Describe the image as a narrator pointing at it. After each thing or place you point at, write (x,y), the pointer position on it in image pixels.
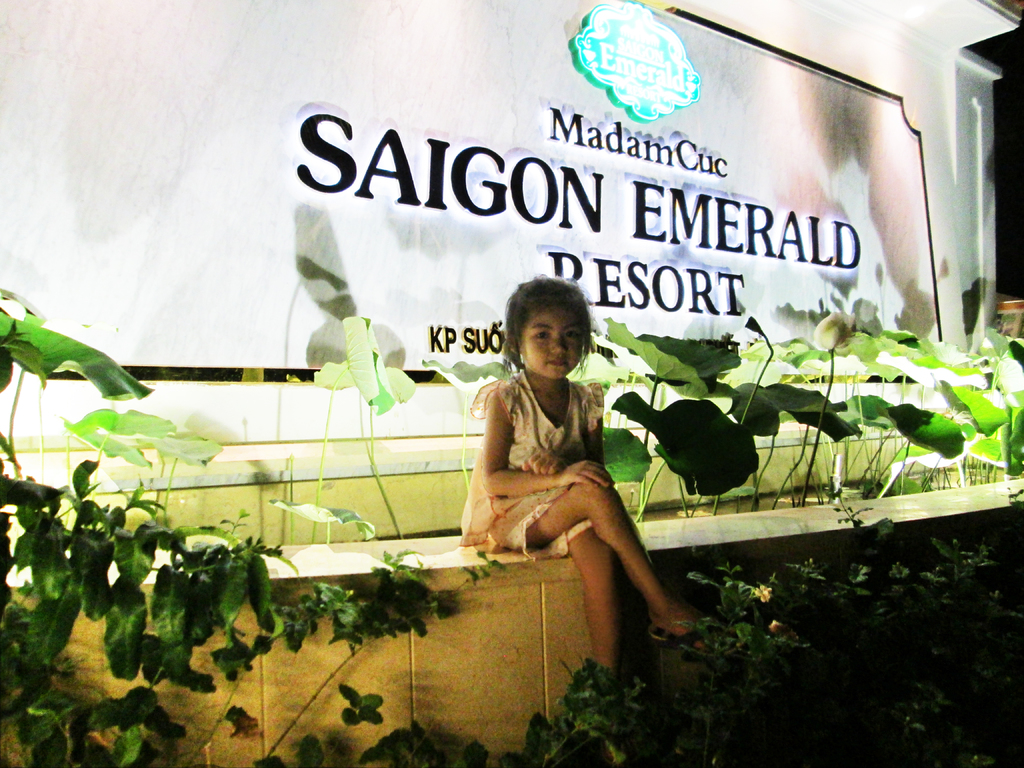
In this picture we can see a girl (509,546) sitting on the wall (518,589), plants (882,637), name board (753,233) and some objects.
